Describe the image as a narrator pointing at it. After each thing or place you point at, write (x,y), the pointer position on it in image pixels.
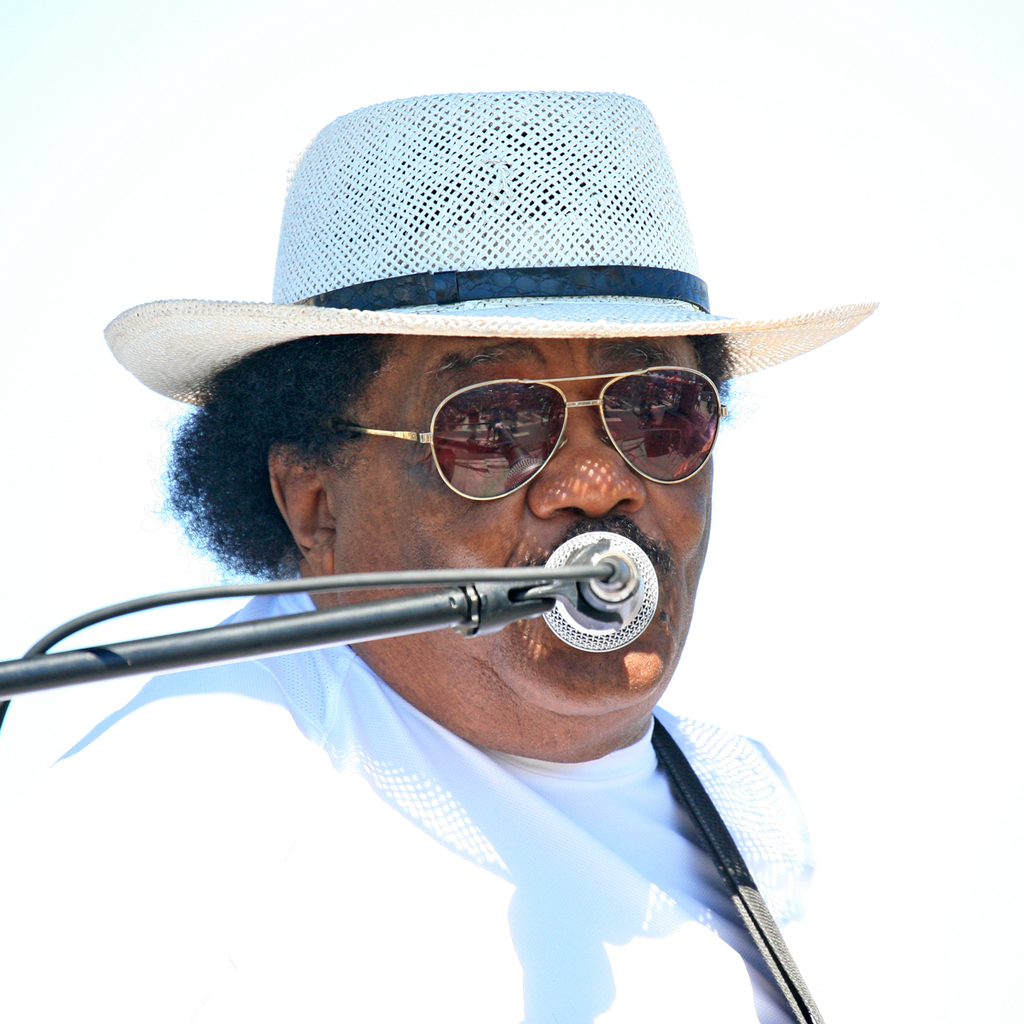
In the center of the picture (677,383) there is a person (403,441) wearing a white dress (469,937), he is wearing a hat (424,251) and spectacles (468,425). In the middle (565,609) there is a mic (551,615).
